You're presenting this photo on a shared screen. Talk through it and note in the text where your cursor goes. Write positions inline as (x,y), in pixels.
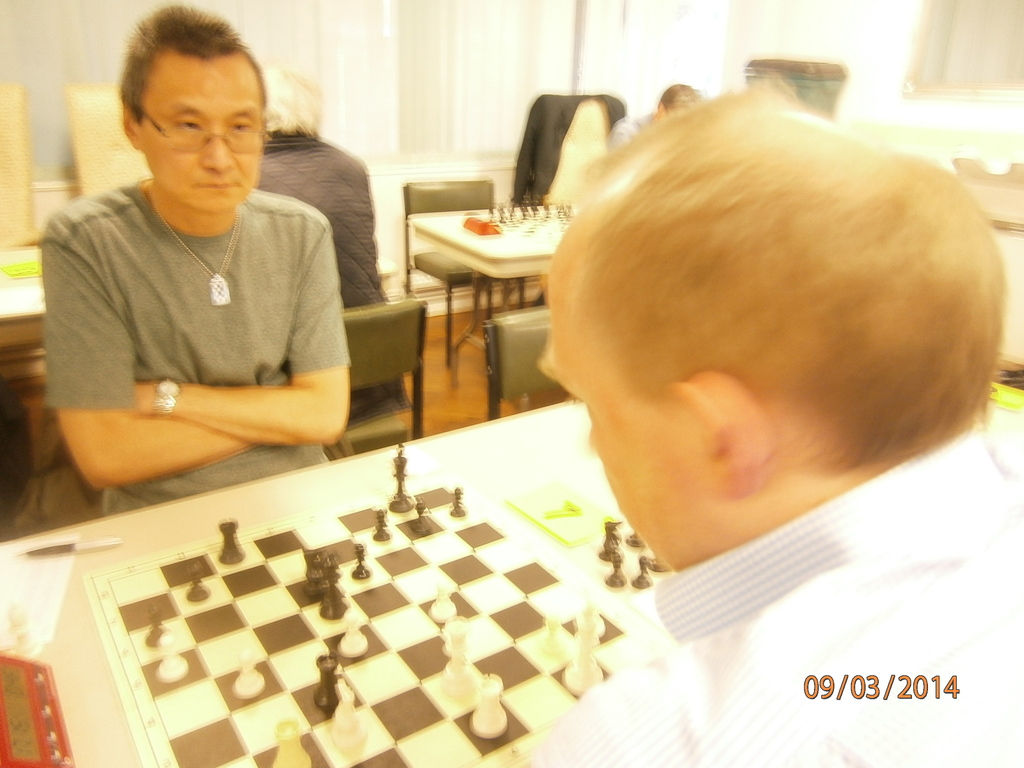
This picture is of inside the room (708,671). In the foreground (825,257) we can see two persons (307,380) sitting on the chairs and playing a chess board (148,566). In the center (433,487) there is a table (496,481) on the top of which a chess board (395,620) is placed. In the background (516,236) we can see the chairs (414,390) and tables (478,240) and a person (302,150) sitting on the chair (397,313) and a wall (825,25).
